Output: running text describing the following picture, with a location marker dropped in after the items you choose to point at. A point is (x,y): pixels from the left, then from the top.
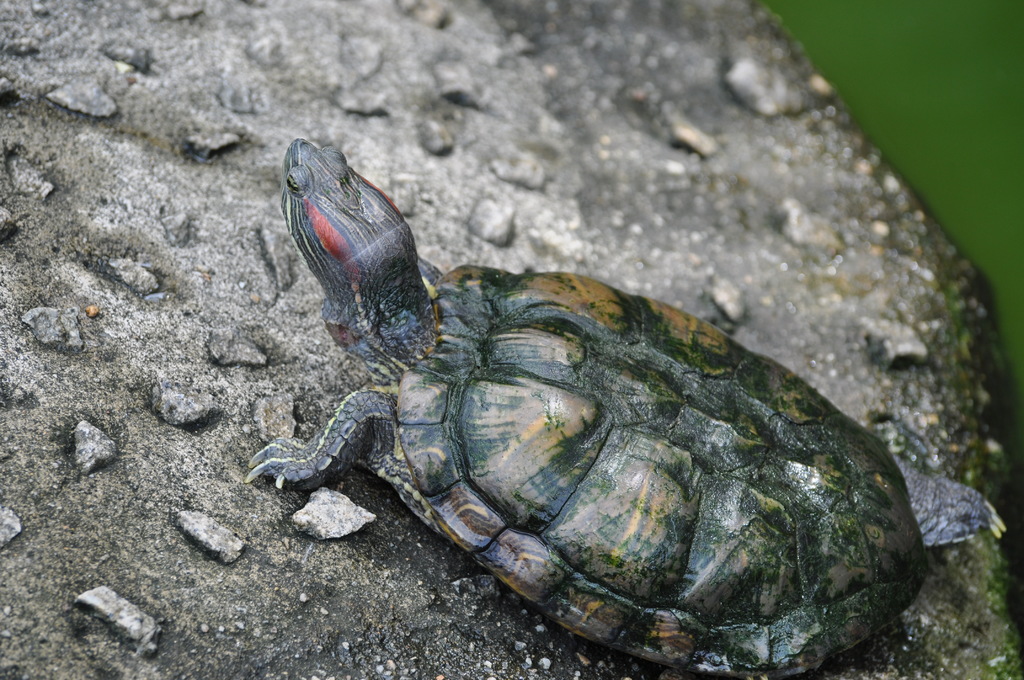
In this image I can see the water (903,113) which are green in color and the surface (632,84) which is ash and black in color. I can see a tortoise (605,370) which is black, cream and red in color on the ground (423,243).
